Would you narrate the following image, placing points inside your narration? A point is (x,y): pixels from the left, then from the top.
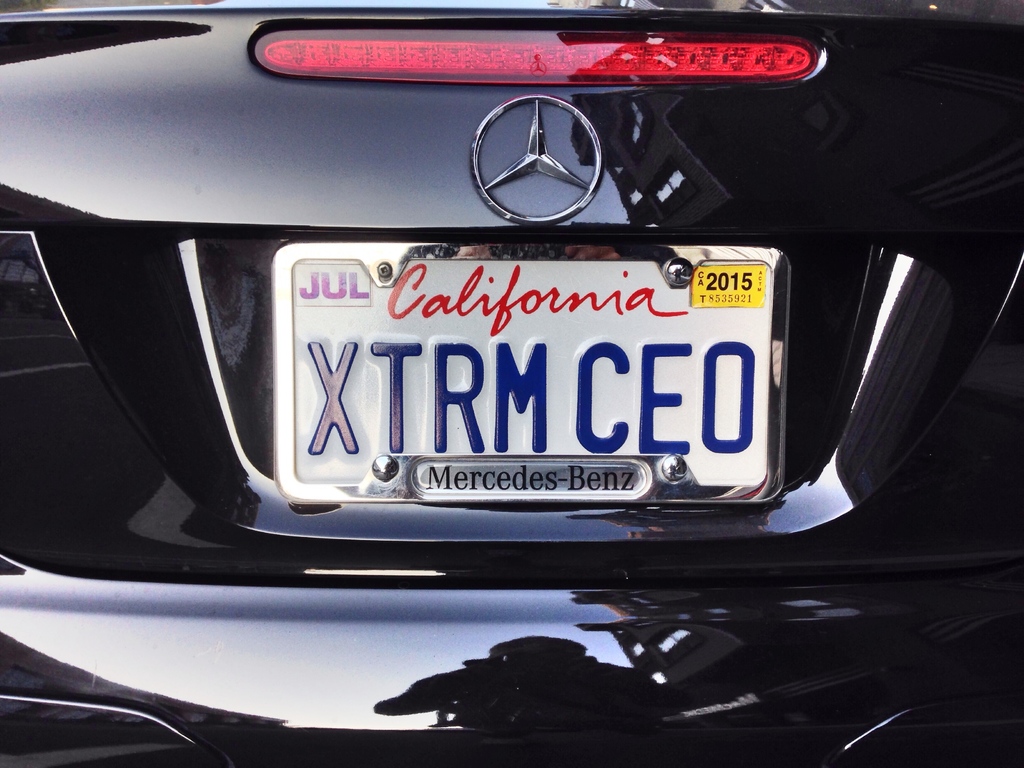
In this image, we can see a logo (543,190), number plate (502,429) with some text (315,440) and sticker (734,284). It is the backside of the car (473,264). On the car (490,698), we can see some reflections (468,630). Here we can see a person (562,675), building (663,627) and sky (281,660).
